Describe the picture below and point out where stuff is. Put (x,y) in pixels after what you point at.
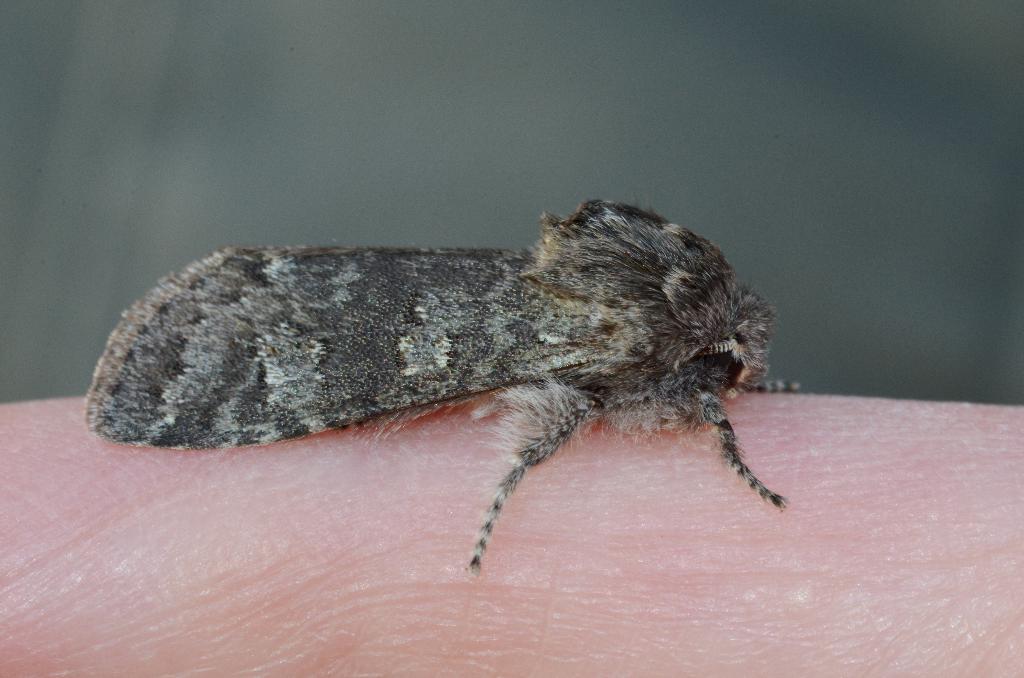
In this image, we can see a moth (304,373) on a peach surface (658,565). Background (15,215) we can see the blur view.
